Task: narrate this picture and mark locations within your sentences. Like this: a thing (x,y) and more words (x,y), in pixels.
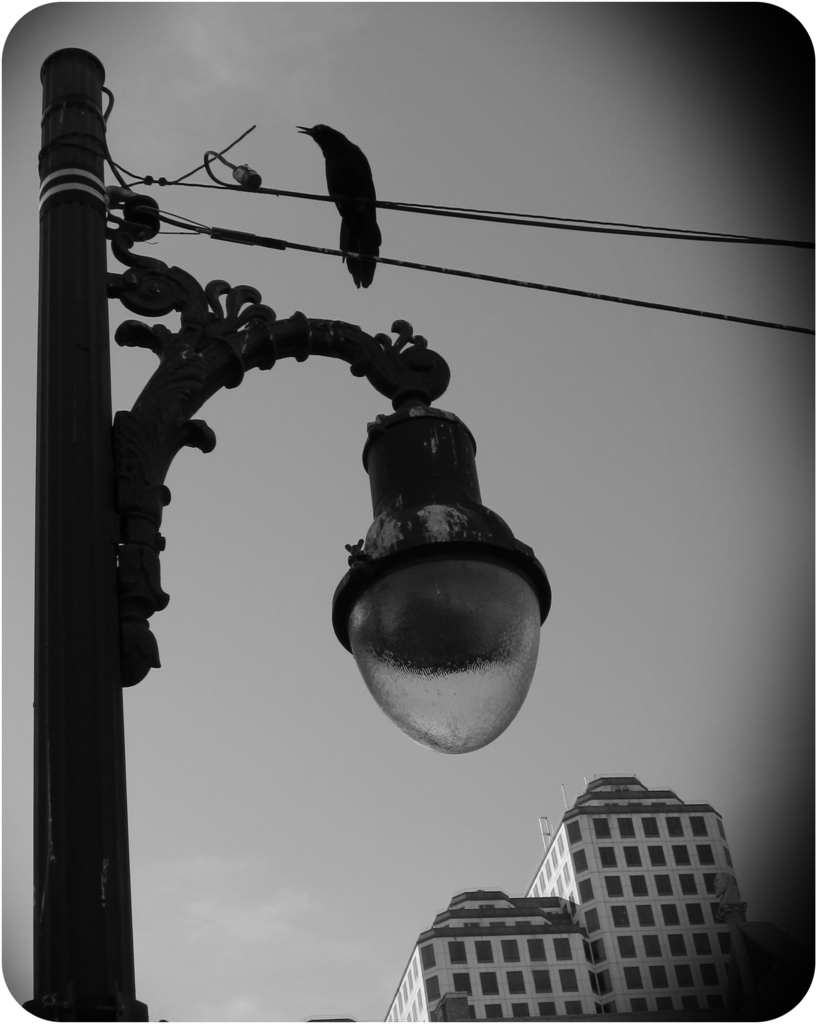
In this image I can see the light pole (439,693), wires (388,207), buildings (431,925), sky (367,114) and the bird (354,176) is on the wire (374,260). The image is in black and white.
